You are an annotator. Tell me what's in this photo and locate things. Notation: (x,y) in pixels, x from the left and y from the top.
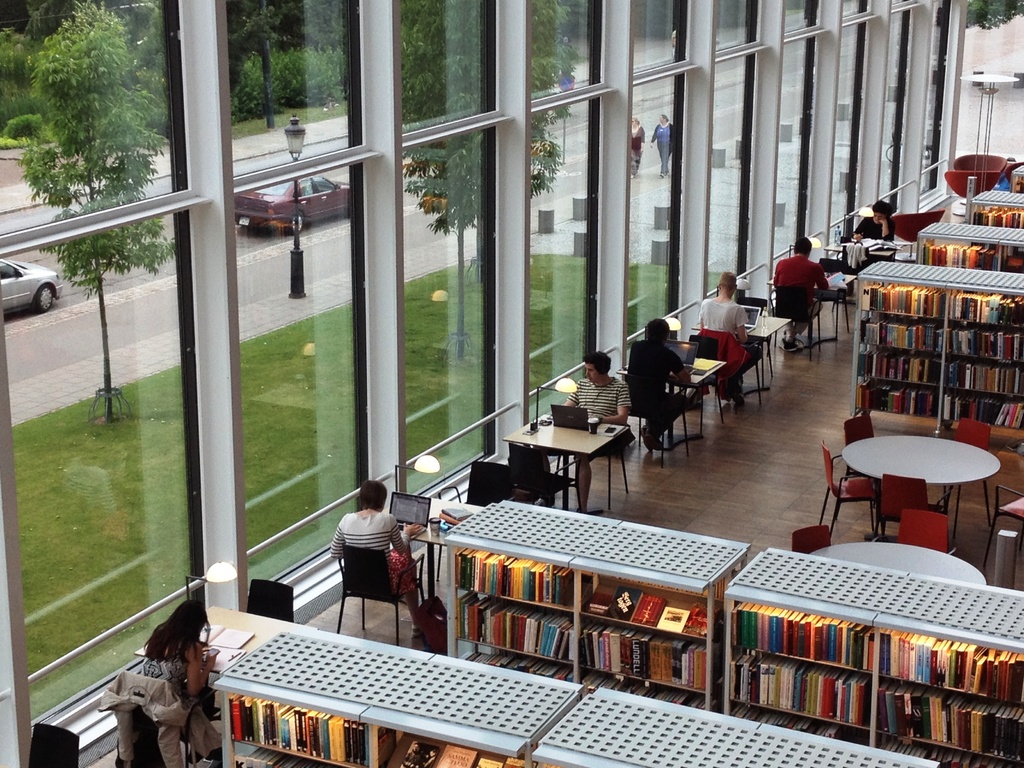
In this image i can see there are few people (671,366) who are sitting on a chair (373,572) in front of a table (565,439). I can also see there are few cars (258,193) on the road (48,339) and few trees (113,97) on the ground (284,401).
